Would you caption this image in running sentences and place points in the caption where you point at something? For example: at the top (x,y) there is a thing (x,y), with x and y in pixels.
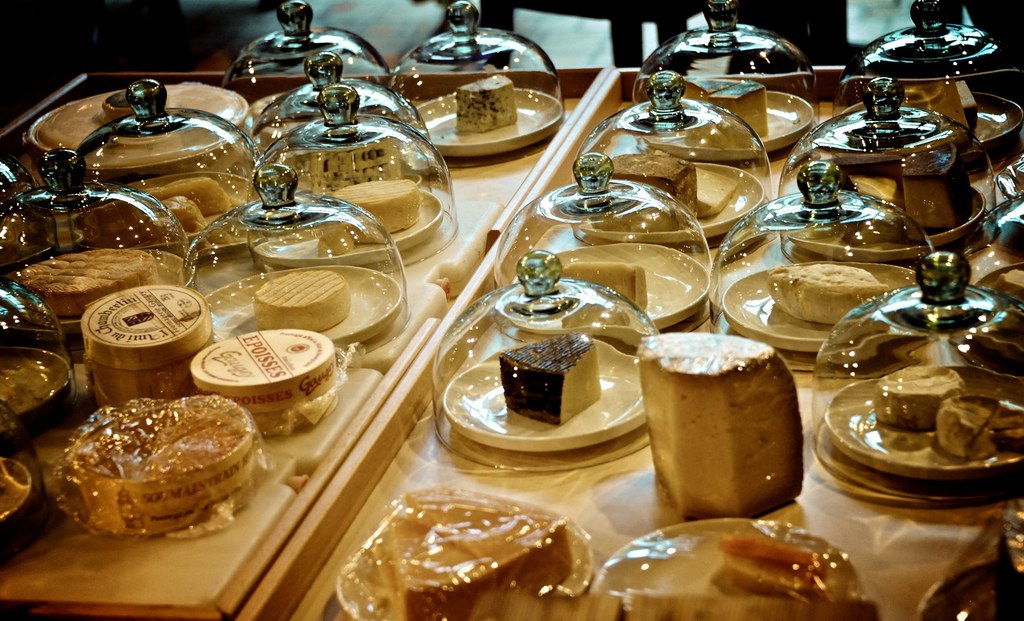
In this image there are so many food items (80,441) arranged on the tables (409,272).
